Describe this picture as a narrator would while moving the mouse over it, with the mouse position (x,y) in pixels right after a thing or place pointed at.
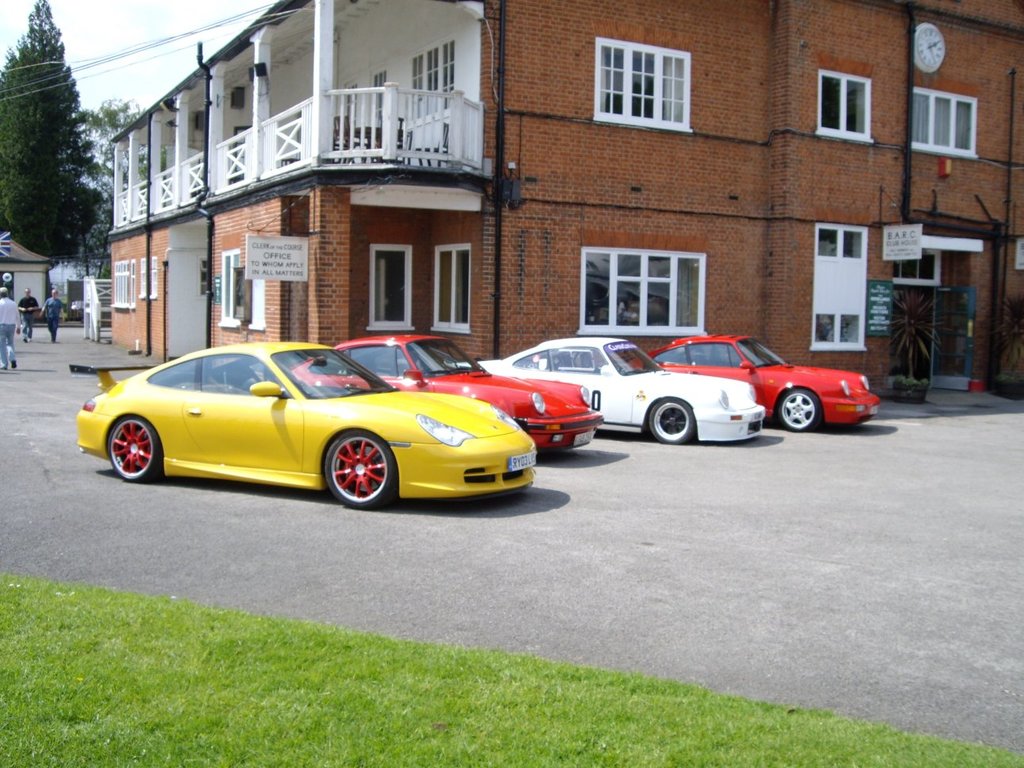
This image consists of four cars (485,470) parked on the road (406,560). At the bottom (345,687), there is green grass (358,636). In the front (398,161), we can see a building (440,180) along with pillars (188,101) and windows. On the left (37,373), there is a road (20,383). And we can see few person (6,325) walking on the road (17,353).
